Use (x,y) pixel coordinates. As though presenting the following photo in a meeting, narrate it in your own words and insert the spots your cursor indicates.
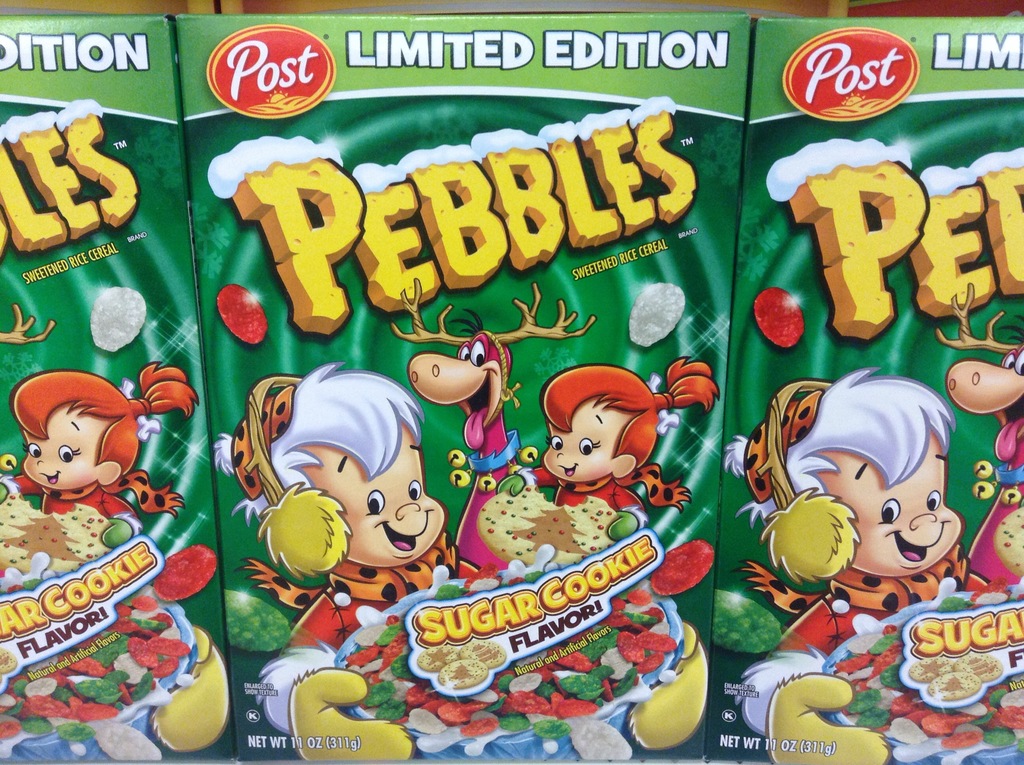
In the foreground of this image (336,348), there are three green color cereal boxes (618,451) and some text (481,283) and images (483,592) on it.
